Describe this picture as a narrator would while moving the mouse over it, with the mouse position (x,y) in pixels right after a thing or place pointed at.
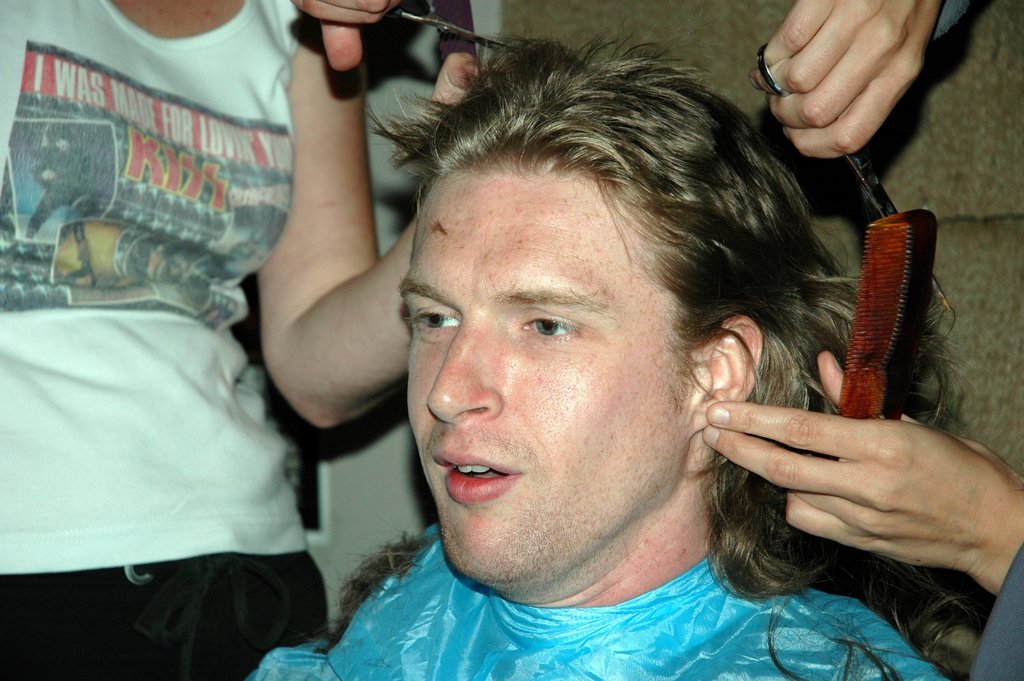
In this picture there is a person (619,435) sitting and there are two persons (202,157) standing and holding the scissors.
